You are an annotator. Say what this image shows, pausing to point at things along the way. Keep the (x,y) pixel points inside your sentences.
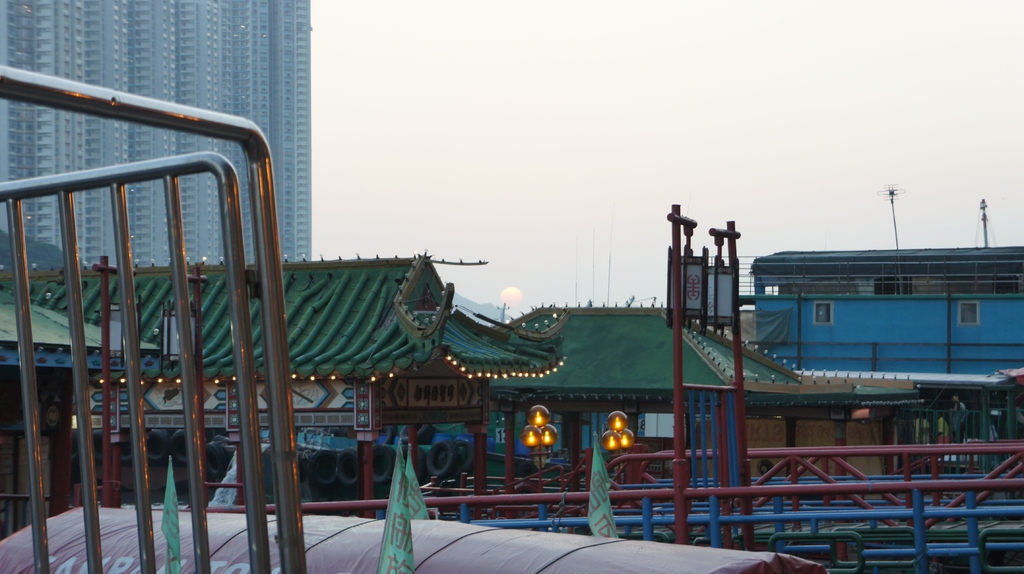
In this image, I can see the sheds (602,377) with lights (709,319), poles (681,324), iron rods (629,509), flags (388,546) and the tyres (461,468). On the left side of the image (221,103), I can see buildings (227,109). In the background (473,207), there is the sky (632,137).
